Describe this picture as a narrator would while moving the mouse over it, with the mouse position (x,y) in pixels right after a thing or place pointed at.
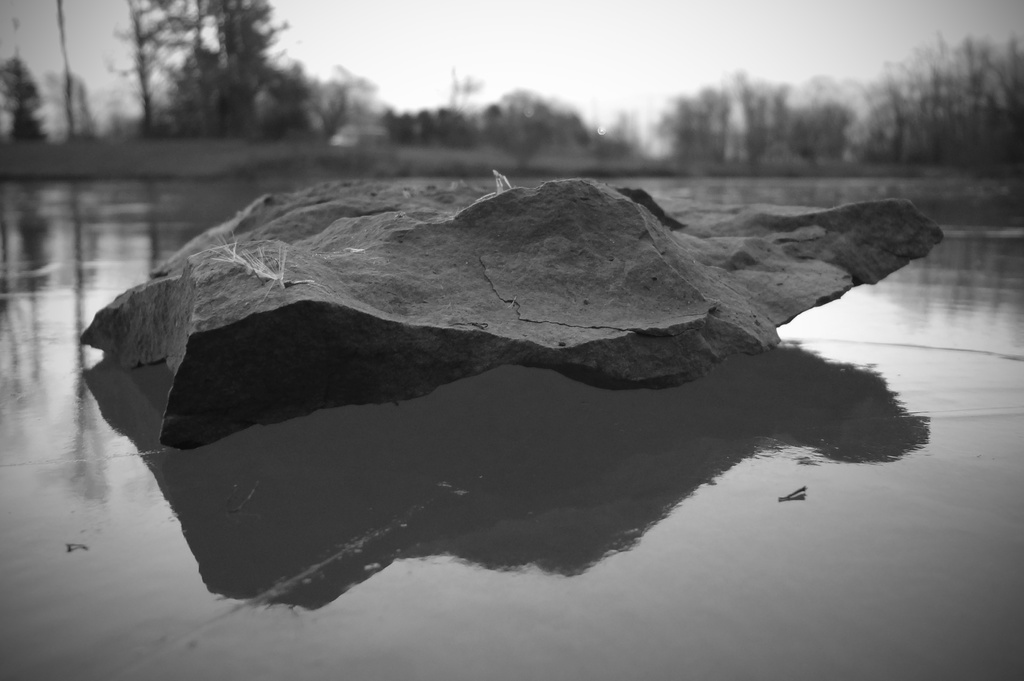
This is a black and white image where we can see a rock (452,273). In the background (162,112), we can see trees (959,126). At the top of the image (516,33), we can see the sky (808,33). It seems like water (675,539) on the land (675,539) at the bottom of the image (566,502).
